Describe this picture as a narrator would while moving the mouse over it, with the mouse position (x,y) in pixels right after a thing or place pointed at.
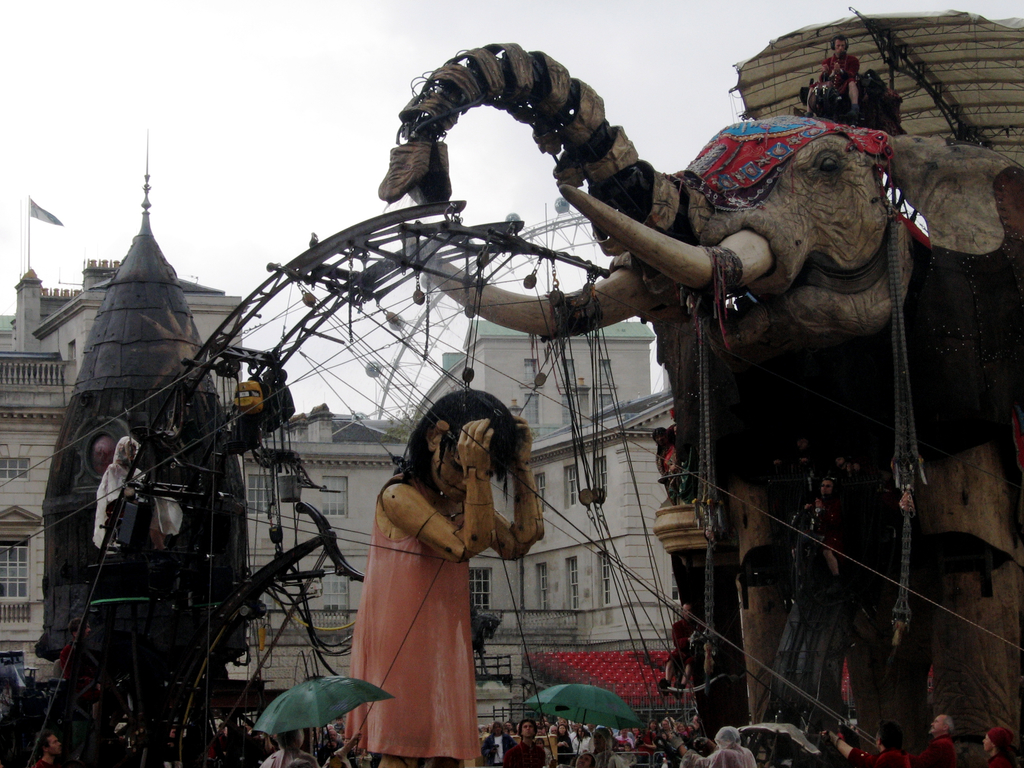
In this image we can see a statue (441,554) tied with ropes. Also there is a statue (817,289) of an elephant (744,280). At the bottom (331,734) we can see many people (536,746). There are umbrellas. In the background (22,435) there is a building (44,435) with windows (483,579). Also there is sky (280,104).
